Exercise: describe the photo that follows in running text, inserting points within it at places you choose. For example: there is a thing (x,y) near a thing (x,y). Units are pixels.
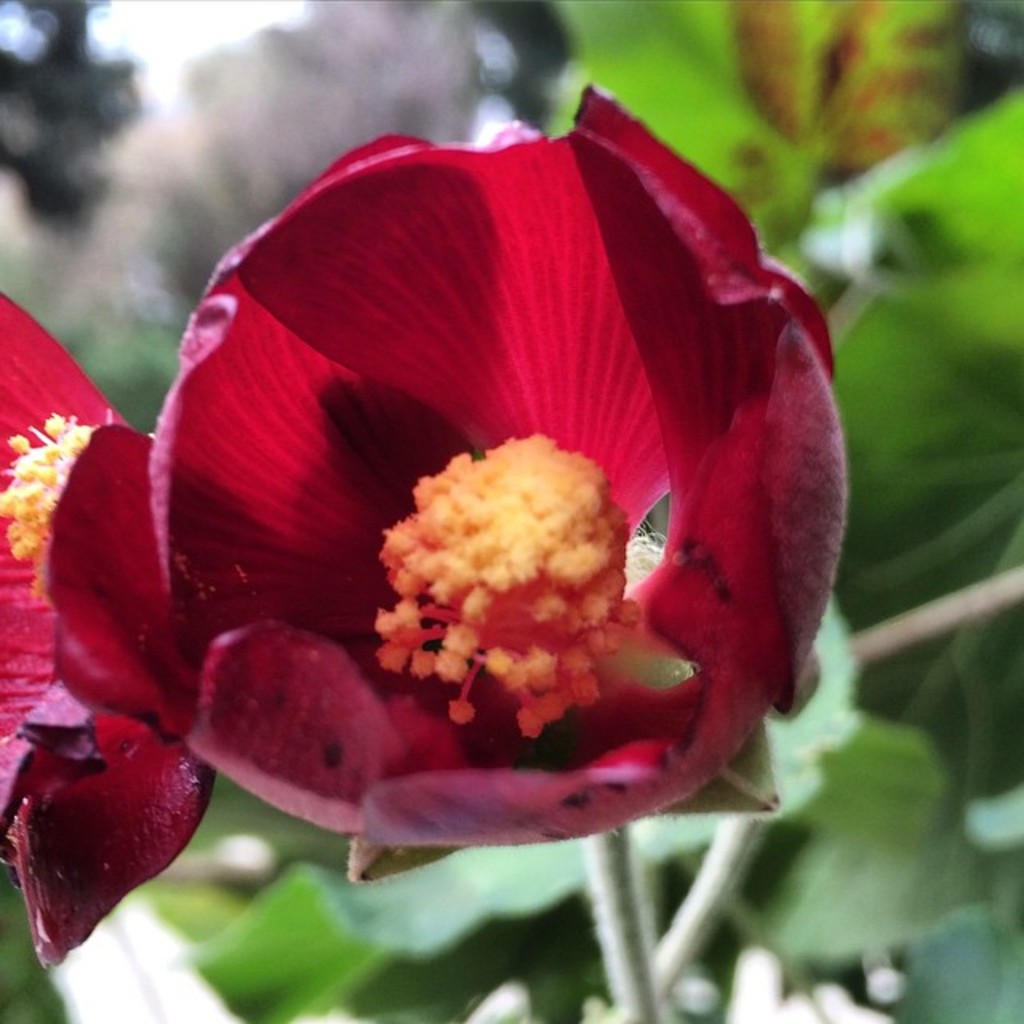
In this picture we can see red color flower (373,390). On the right (921,308) we can see plants (921,308). Here we can see leaf (339,945).
